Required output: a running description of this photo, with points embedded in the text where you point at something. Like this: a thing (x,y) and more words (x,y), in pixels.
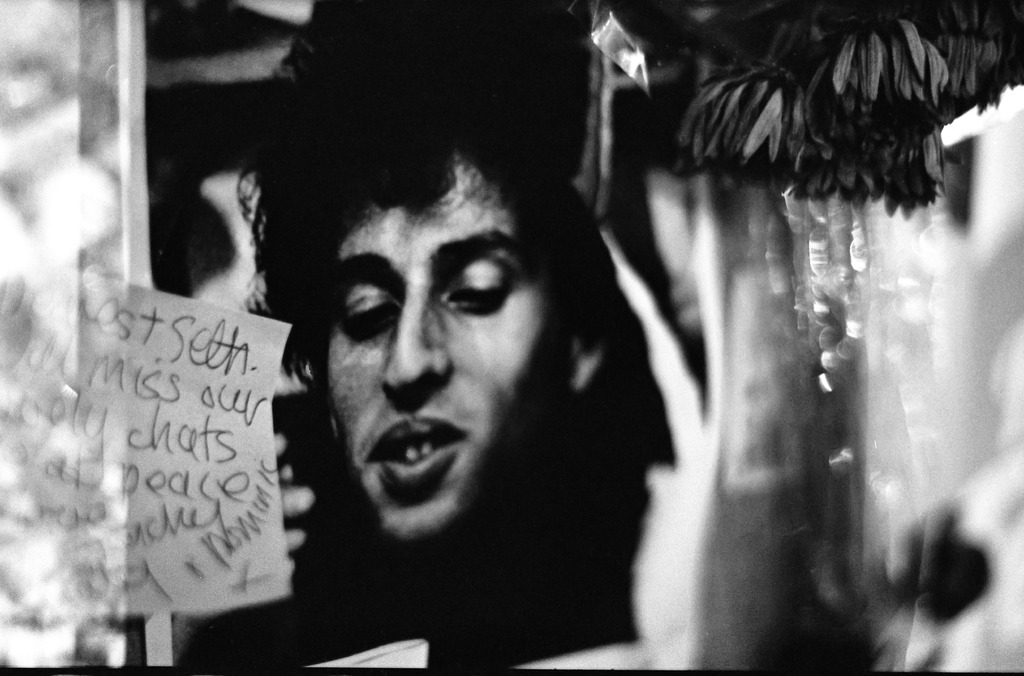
It is the black and white image in which we can see the face (351,385) of a person (475,370). On the left side (127,428) there is a paper (100,430) on which there is some script (121,410). On the right side (867,153) top there are flowers (846,146). On the left side (51,484) it looks blurry.
